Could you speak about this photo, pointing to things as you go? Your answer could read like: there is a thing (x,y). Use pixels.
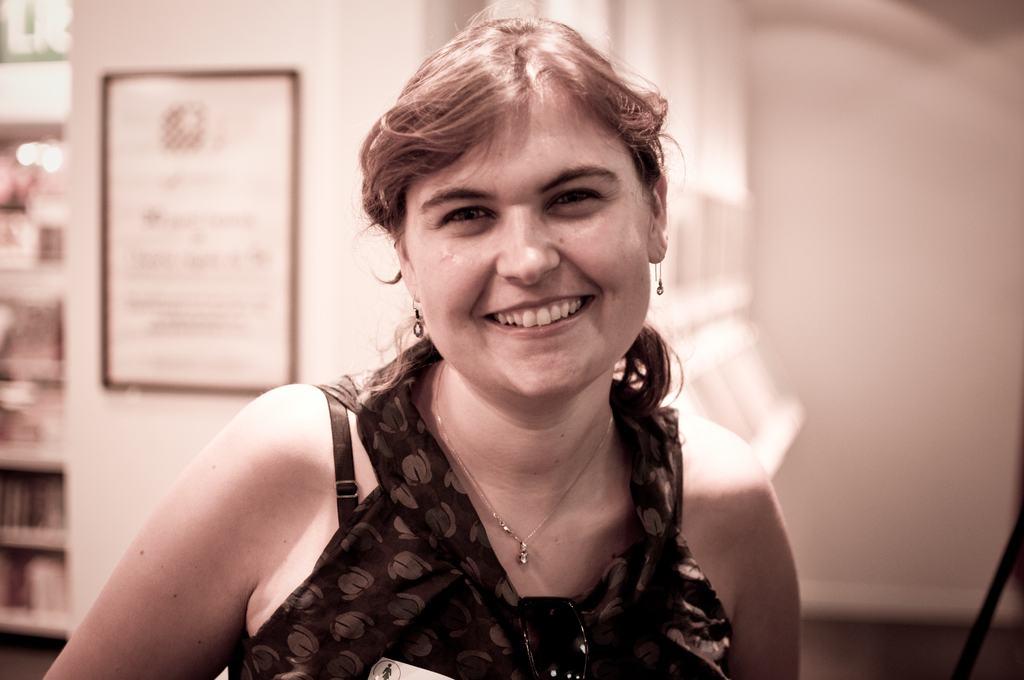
In this image in the foreground (377,419) there is one woman (570,493) who is smiling, and in the background (197,125) there is one photo frame (203,206) on the wall (188,60). And on the left side (40,327) there is a book rack (43,497), in that book rack (47,413) there are some books (53,480) and some lights (52,158).
